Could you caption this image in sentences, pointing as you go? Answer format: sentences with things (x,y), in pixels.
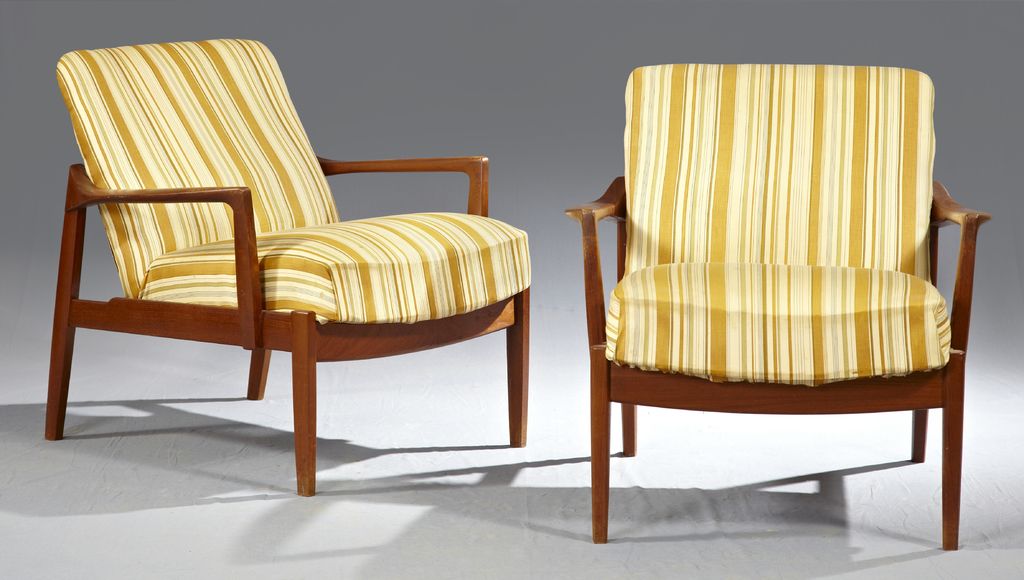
In this image we can see two sofa chairs (671,293) which are in yellow color.
